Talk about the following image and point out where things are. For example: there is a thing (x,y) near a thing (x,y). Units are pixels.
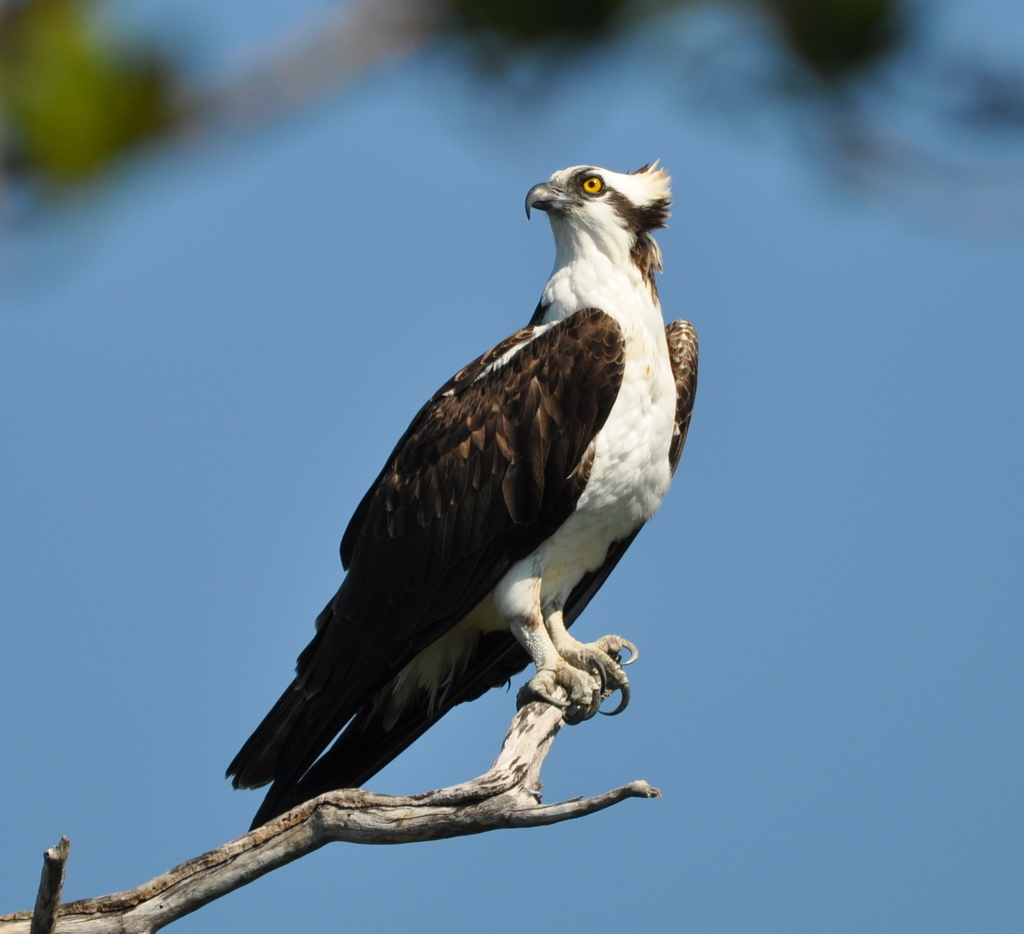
In this picture, we see the bird (522,439) which is in white and black color is on the wooden stick (357,803). In the background (264,418), we see the sky (749,407), which is blue in color. At the top of the picture (393,102), it is blurred.
